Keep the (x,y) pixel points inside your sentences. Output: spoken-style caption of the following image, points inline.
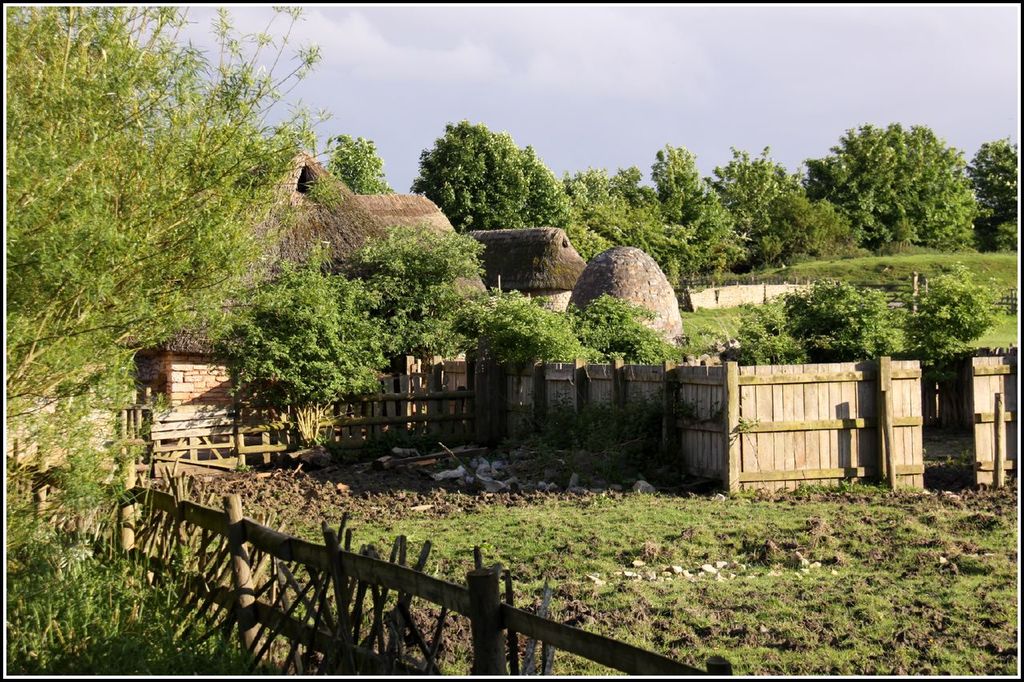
This is an outside view. On the ground (634,531), I can see the grass (615,506). At the bottom (510,657) there is a fencing (377,594). In the middle of the image (641,305) there are few houses (287,249). On the right side (813,400) there is a wooden fencing (710,391). In the background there are many trees (781,206). At the top of the image (647,69) I can see the sky (568,47).
